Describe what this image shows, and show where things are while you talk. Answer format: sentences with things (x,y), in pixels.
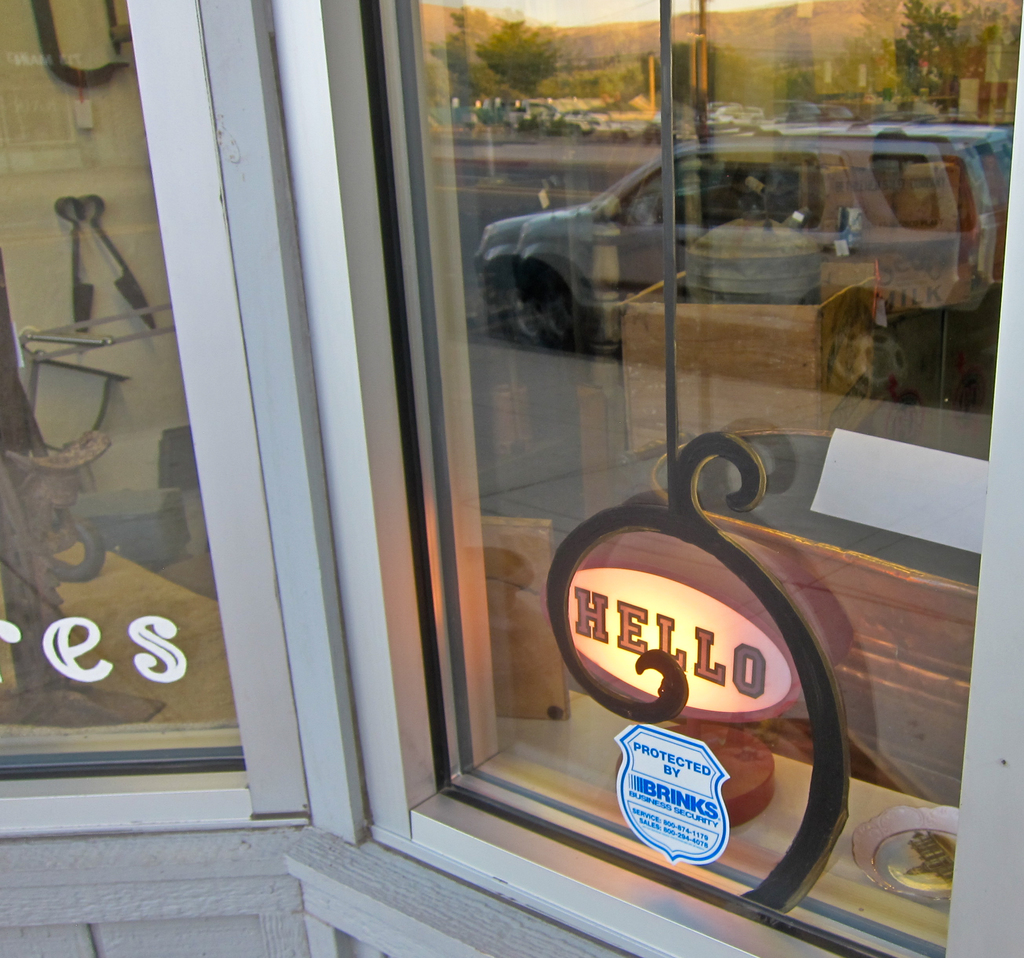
In this image there is a glass window (747,22) in which there is a reflection (923,292) of a car (562,317).
